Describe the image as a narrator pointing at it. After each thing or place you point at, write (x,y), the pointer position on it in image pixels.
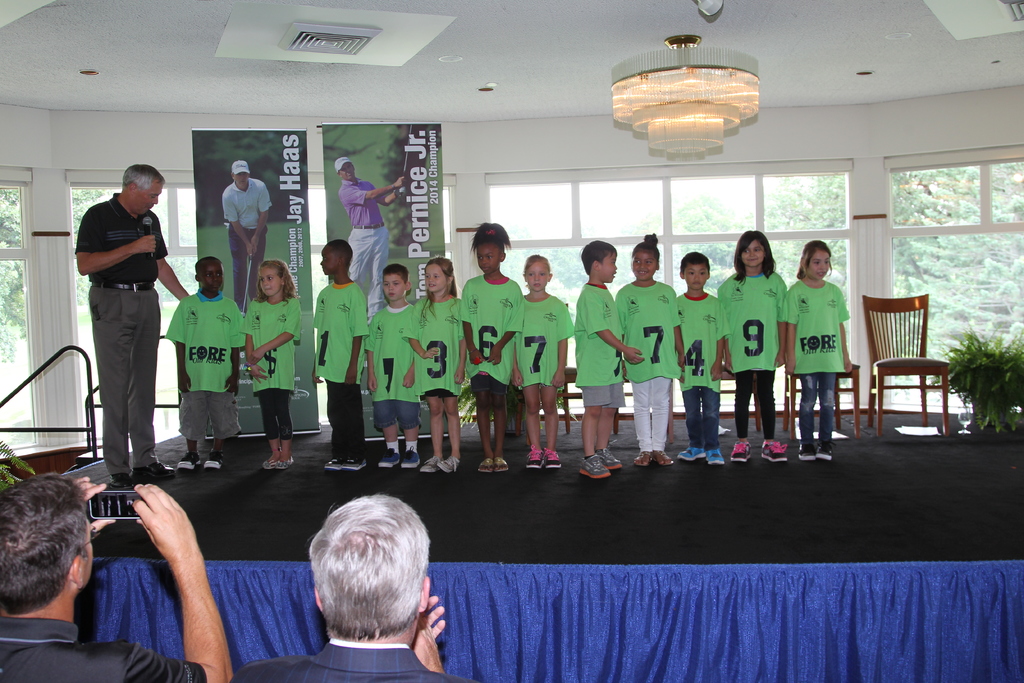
In this image I can see there are few children's (637,389) standing on stage (708,467) and they are wearing a green color t-shirt (421,331) and back side of them I can see chairs (855,391) and flower pot (972,385) and plants (985,400), in the middle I can see the window (660,188) at the top (614,42) I can see the roof (803,77) and a chandelier (657,88). on the left side (113,275) I can see a person (113,275) standing on the stage (230,471), at the bottom (46,551) I can see two persons (60,557) and left side person (92,525) holding a mobile (118,494) and taking the picture of children's (283,443) and in the middle (411,236) I can see hoarding board (367,205), on the hoarding board (252,213) I can see images of persons (374,187).
